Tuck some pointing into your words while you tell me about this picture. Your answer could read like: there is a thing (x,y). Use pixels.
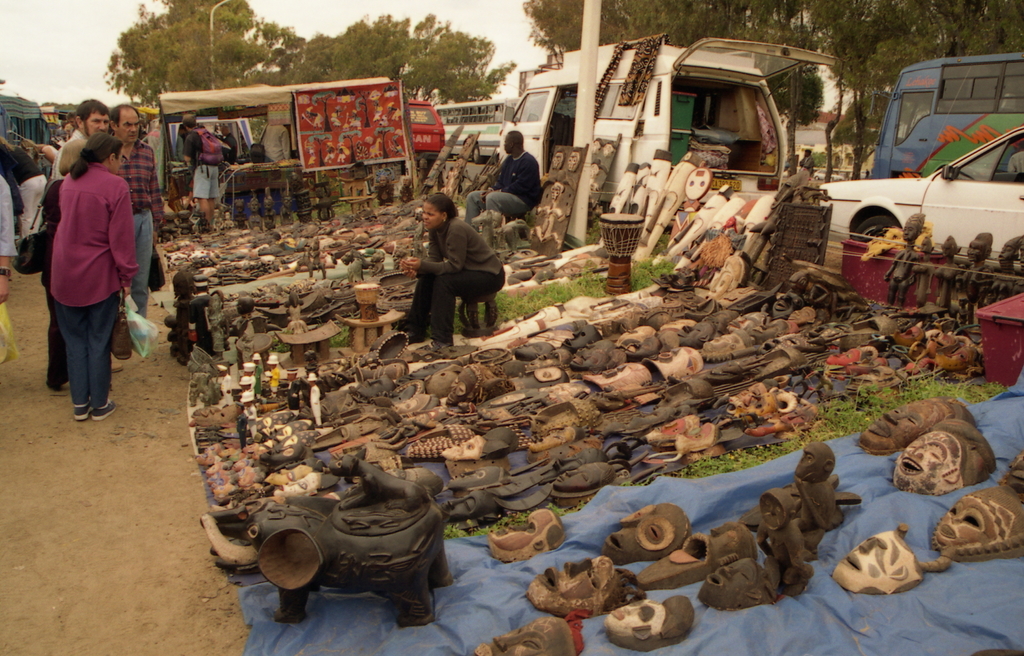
In this image we can see some group of persons (97,180) standing and some are sitting who are selling some masks (428,377) and some other objects (337,189) and at the background of the image (621,153) there are some vehicles (444,112), trees (280,60) and clear sky (101,9).
